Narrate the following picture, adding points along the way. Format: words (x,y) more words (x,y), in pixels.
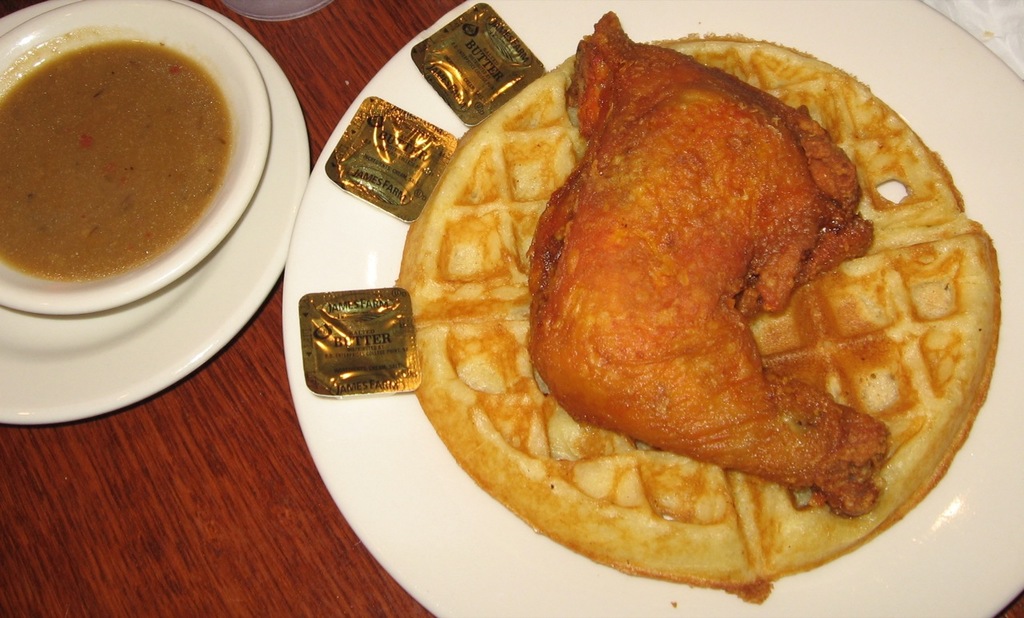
In the picture I can see food items (689,342) in a plate (314,438) and in a bowl (156,279). I can also see a bowl (183,250) on a plate (183,313). These objects (145,210) are on a wooden surface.
